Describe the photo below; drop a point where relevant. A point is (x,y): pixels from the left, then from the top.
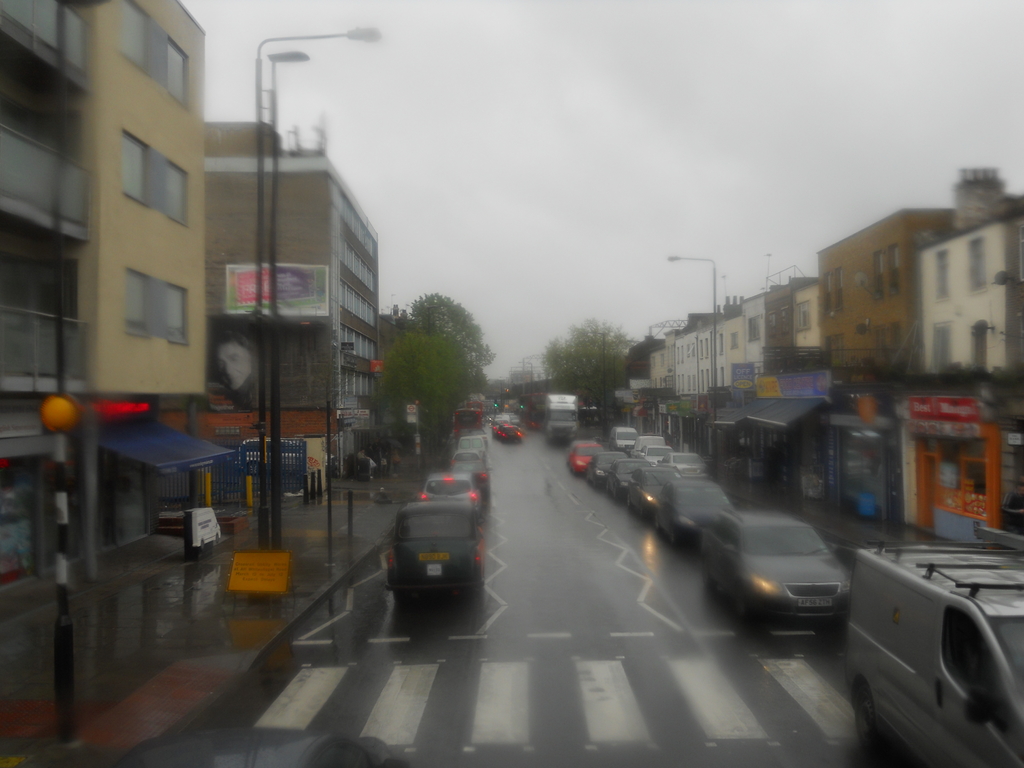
In this picture we can see some vehicles (451,534) are moving on the road (761,666), side of the road (748,665) we can see buildings (990,355), trees (437,370), shops (906,497) and sign boards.
